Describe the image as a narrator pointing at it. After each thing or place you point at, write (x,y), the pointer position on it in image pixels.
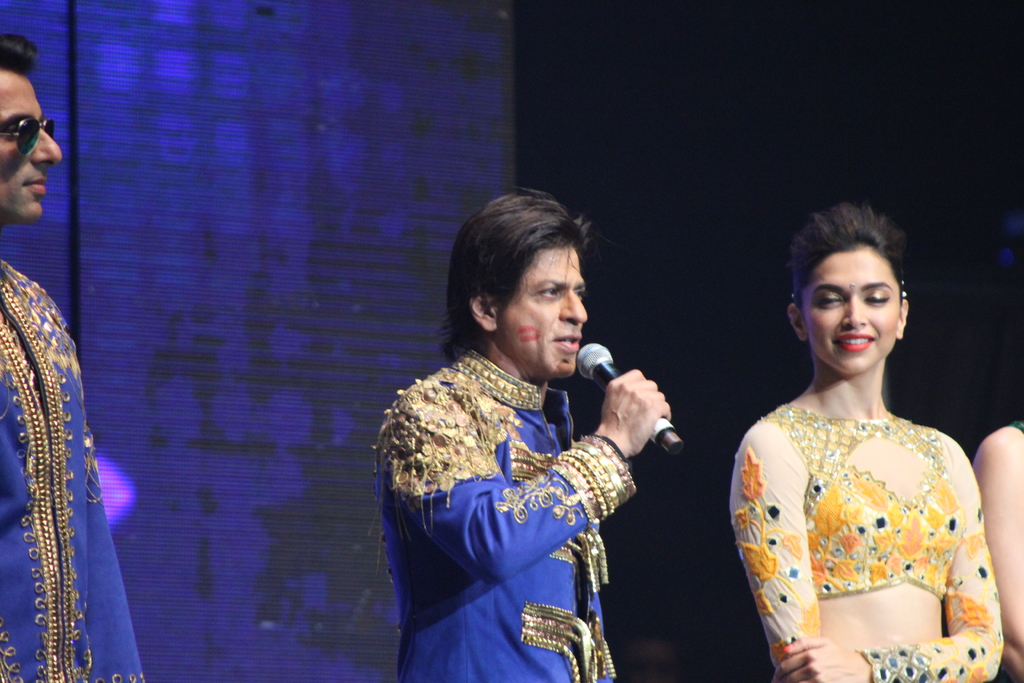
In this picture we can see a man (467,633) holding a mic (604,368) with his hand (616,441) and beside him we can see two people (968,526) and in the background (444,173) we can see an object (232,474) and it is dark.
